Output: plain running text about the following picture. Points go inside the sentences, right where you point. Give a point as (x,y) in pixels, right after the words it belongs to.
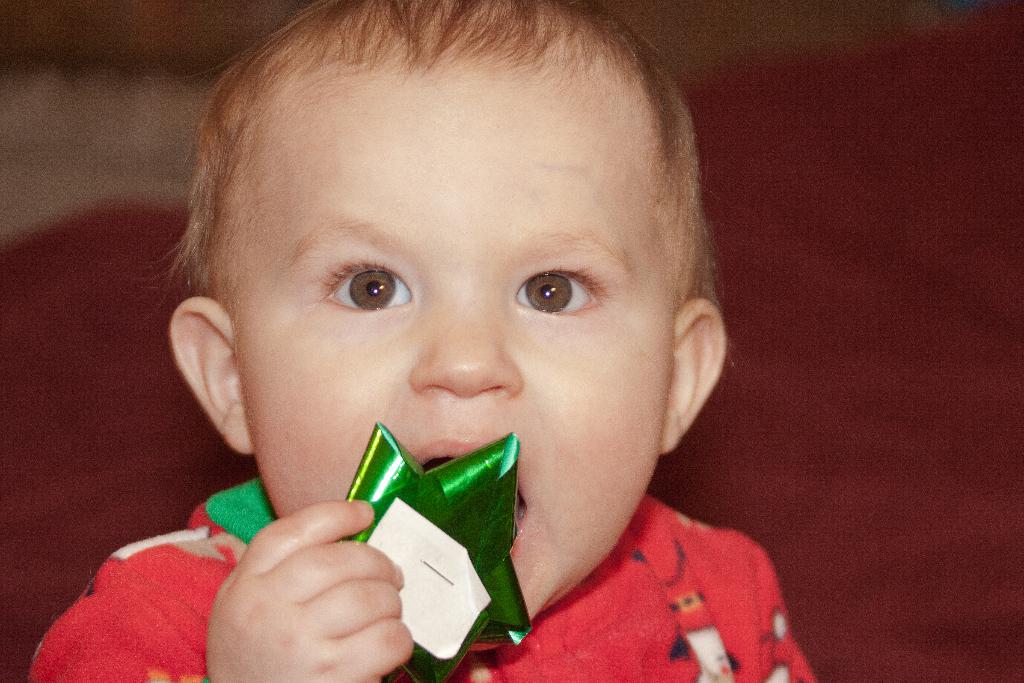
In the image a boy (637,138) is holding something in his hand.
